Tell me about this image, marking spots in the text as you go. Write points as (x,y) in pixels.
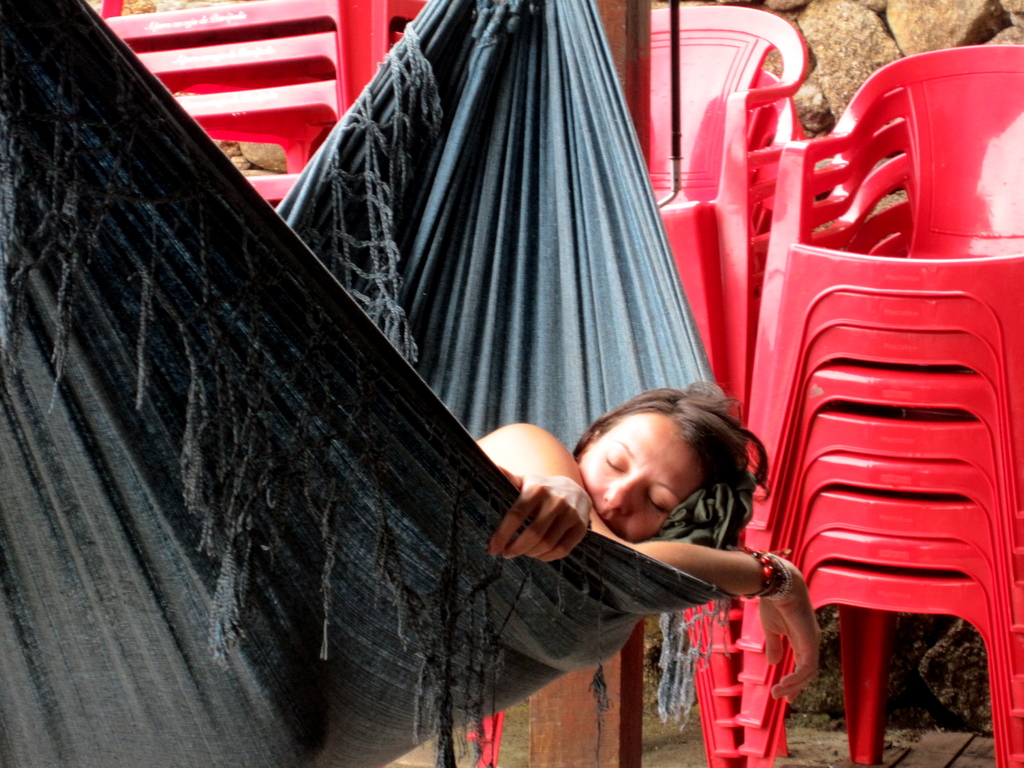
In the front of the image (506,362) I can see a woman (493,456) is sleeping in a swing (416,438). In the background of the image (901,438) there are rocks (844,47), chairs (791,243) and objects (626,37).
